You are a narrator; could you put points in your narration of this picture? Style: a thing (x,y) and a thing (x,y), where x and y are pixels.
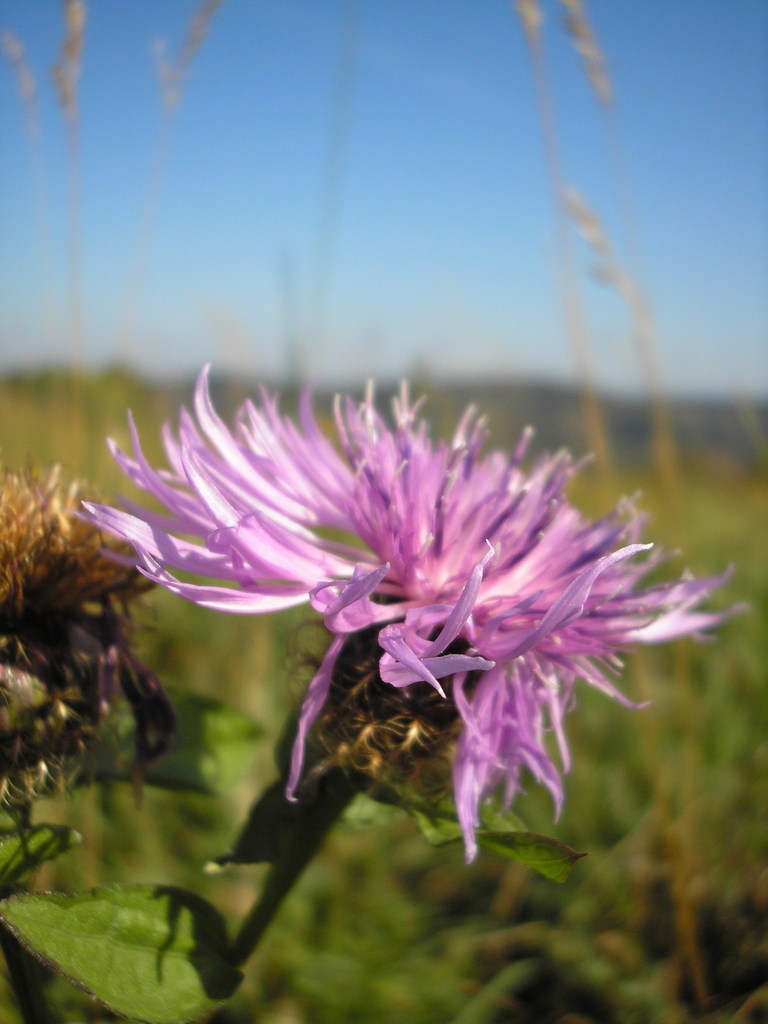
In this image in the front (172,594) there are flowers (340,608) and the background (696,273) is blurry.
